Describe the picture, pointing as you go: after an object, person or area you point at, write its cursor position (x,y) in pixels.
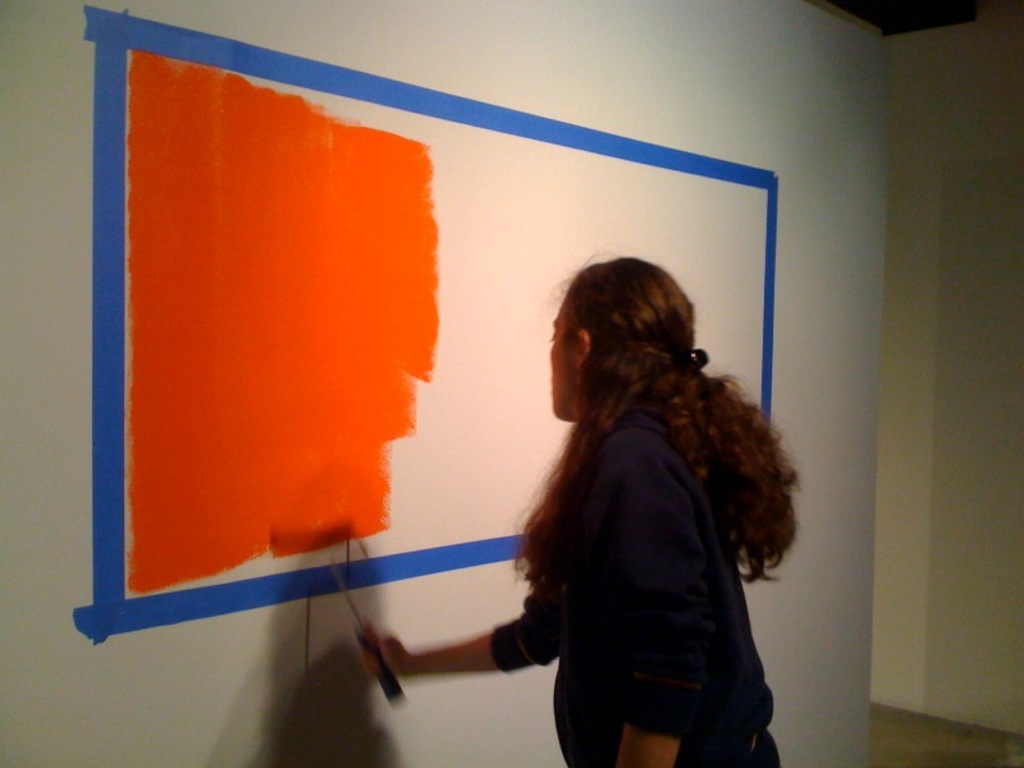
In this image I can see a woman (606,622) painting on the wall (394,615). I can see an orange and blue color painting (295,528) on the wall (171,657).
